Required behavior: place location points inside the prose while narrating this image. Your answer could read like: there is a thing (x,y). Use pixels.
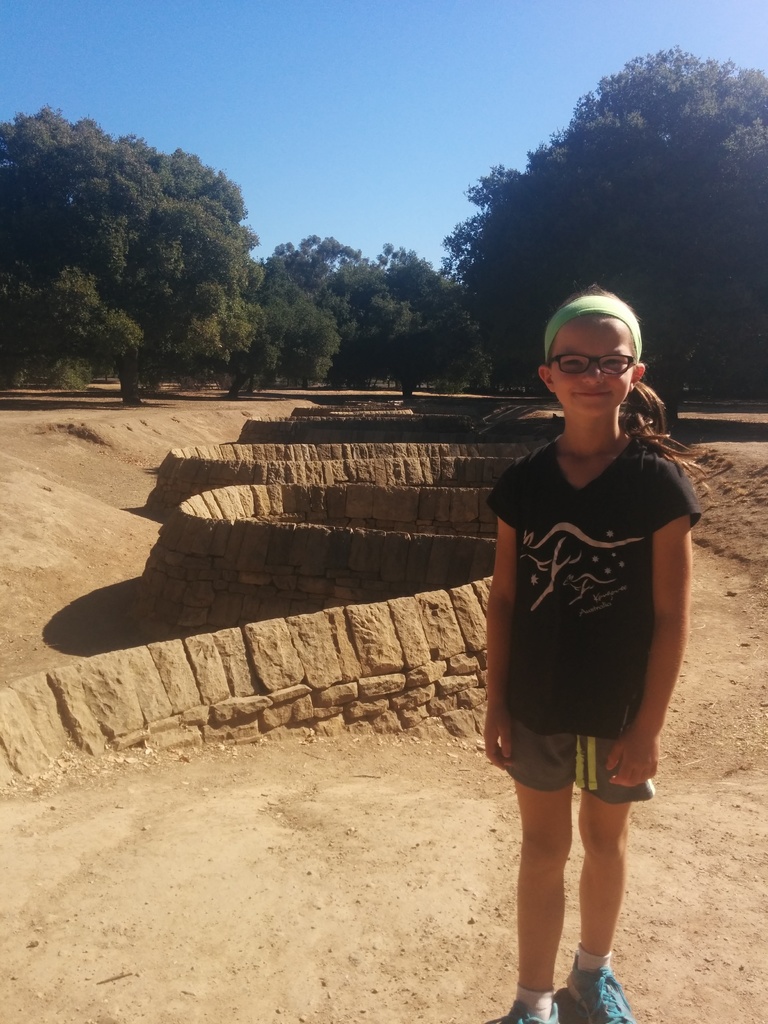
There is a girl (561,500) standing and smiling and we can see wall (469,537). In the background (367,301) we can see trees (409,299) and sky (81,11) in blue color.
